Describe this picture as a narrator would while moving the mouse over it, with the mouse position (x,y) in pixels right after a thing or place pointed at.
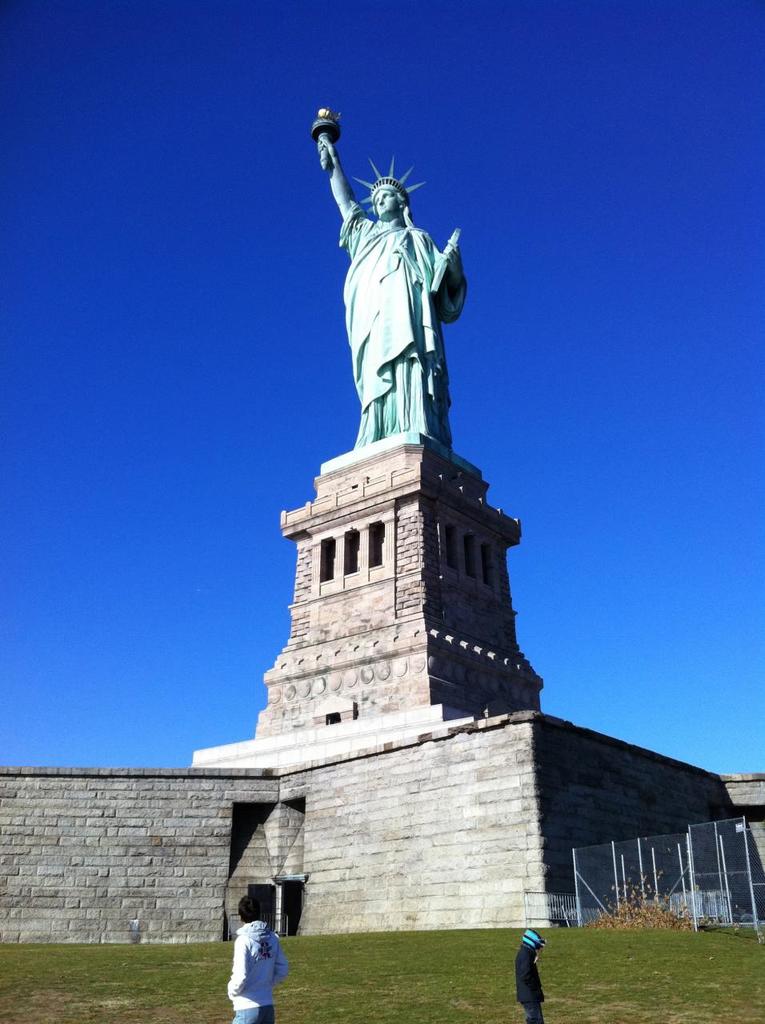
This picture shows a statue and we see people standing and we see a blue sky (571,229) and a metal fence (596,912) on the side.
